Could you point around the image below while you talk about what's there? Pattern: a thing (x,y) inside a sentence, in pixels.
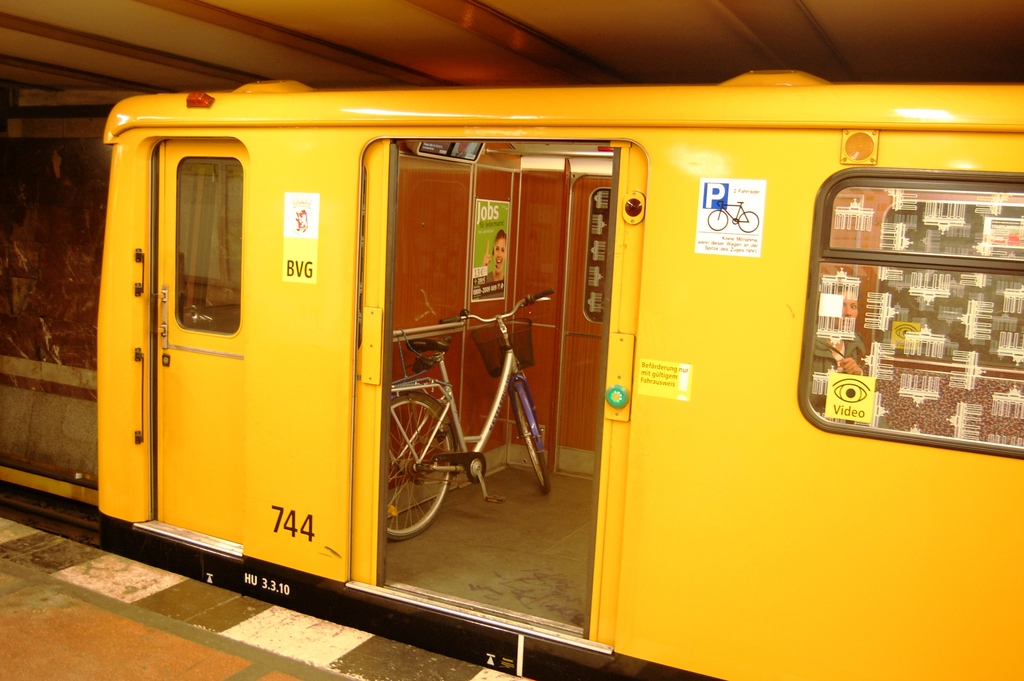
In the center of the image (422,396) there is a train (583,550) and we can see a bicycle (441,389) placed in the train (505,516). At the bottom (7,638) we can see a platform (194,646).
